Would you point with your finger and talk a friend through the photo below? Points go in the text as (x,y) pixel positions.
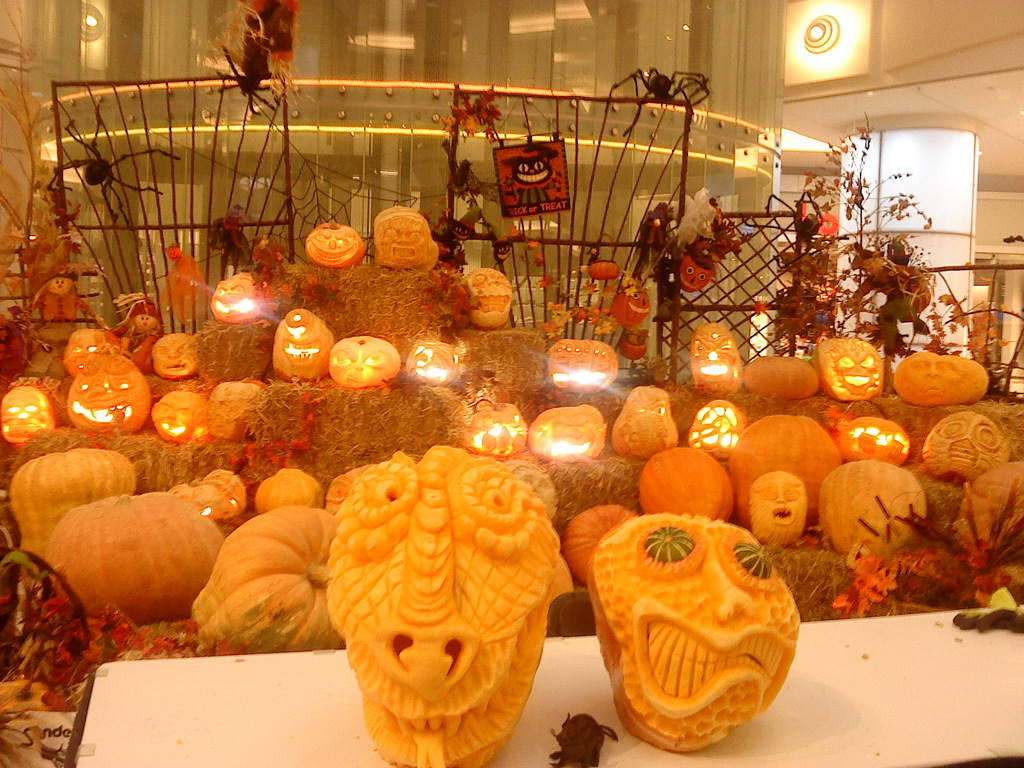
In this image I can see there are two pumpkins (417,645) visible on the table (989,690) at the bottom (250,684) and I can see there are few pumpkins (630,305) and lights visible inside pumpkins (13,418) and back side of it I can see fence (684,171), in front of it I can see decorative item (310,171), spider (703,77), plants (813,267) visible, back side of it I can see building wall (55,75).
